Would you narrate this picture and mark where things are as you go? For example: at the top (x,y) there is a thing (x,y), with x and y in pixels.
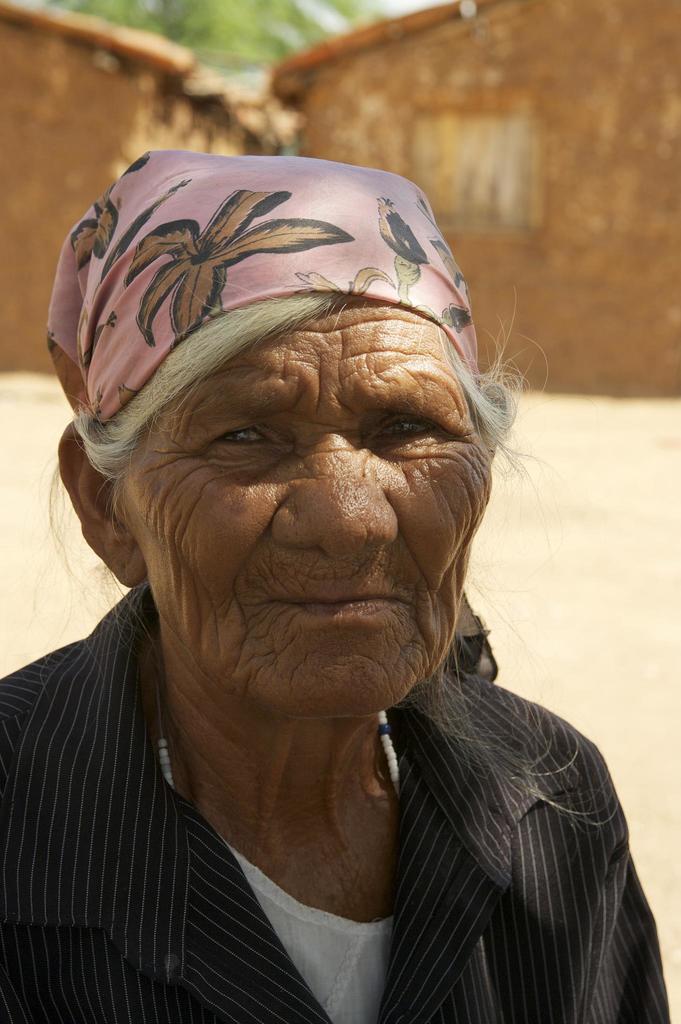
There is an old woman (314,863) she is wearing a black shirt (52,750) and there are two houses (172,143) behind the woman (165,515).
